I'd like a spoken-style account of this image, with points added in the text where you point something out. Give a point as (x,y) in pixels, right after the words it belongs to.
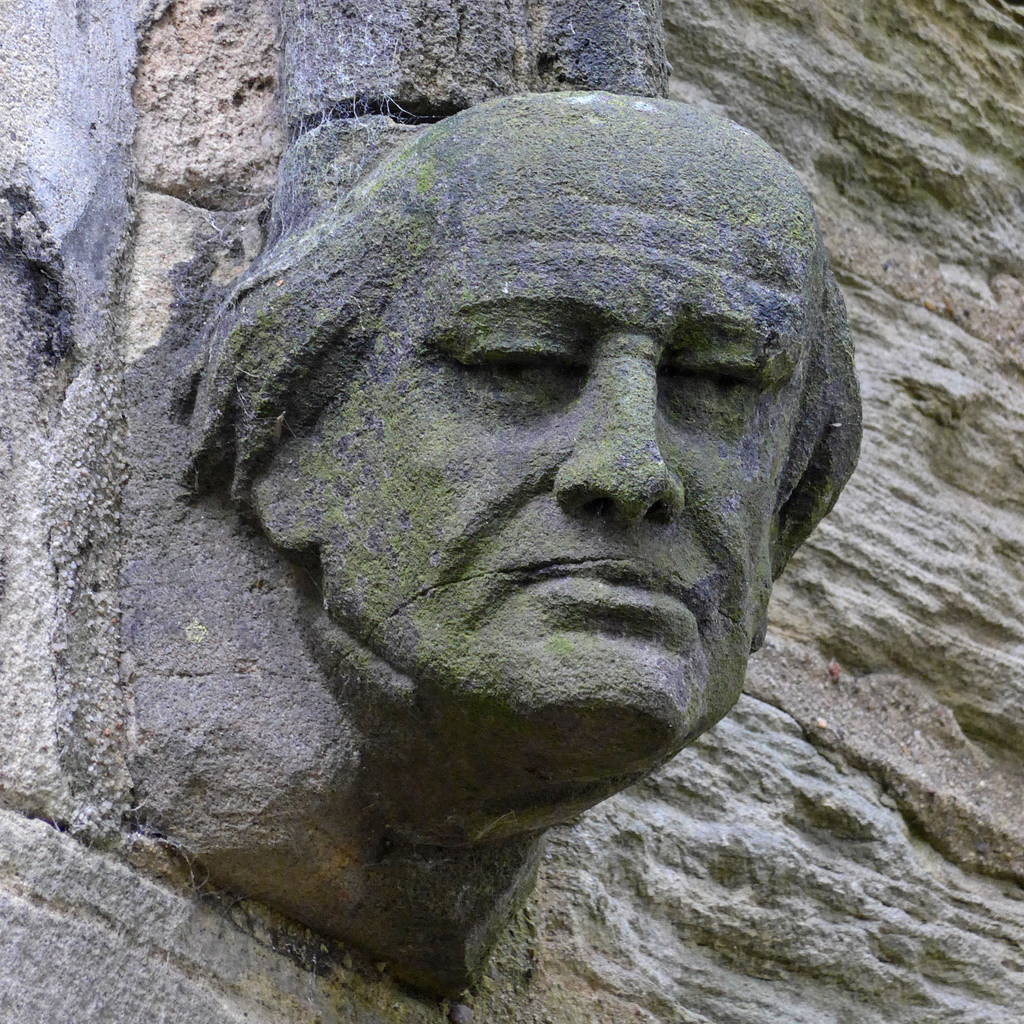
In this image we can see a depiction (298,383) of a person (404,383) on the rock (811,952).
